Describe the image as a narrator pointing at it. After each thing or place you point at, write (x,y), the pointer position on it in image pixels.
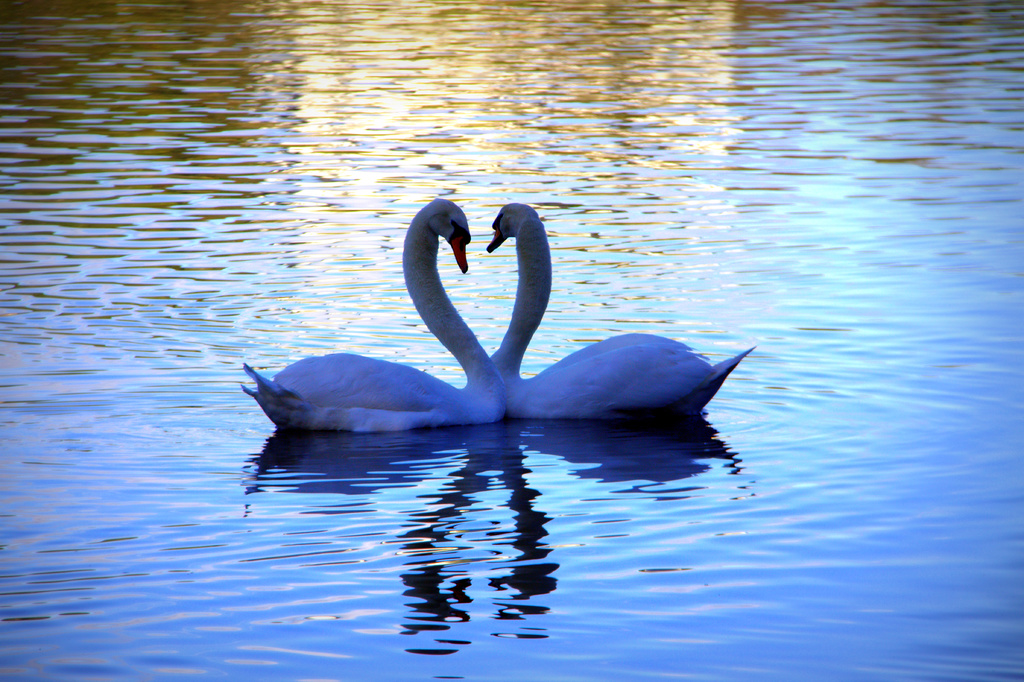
In this image I can see two swans (474,388) in the water (434,444).
